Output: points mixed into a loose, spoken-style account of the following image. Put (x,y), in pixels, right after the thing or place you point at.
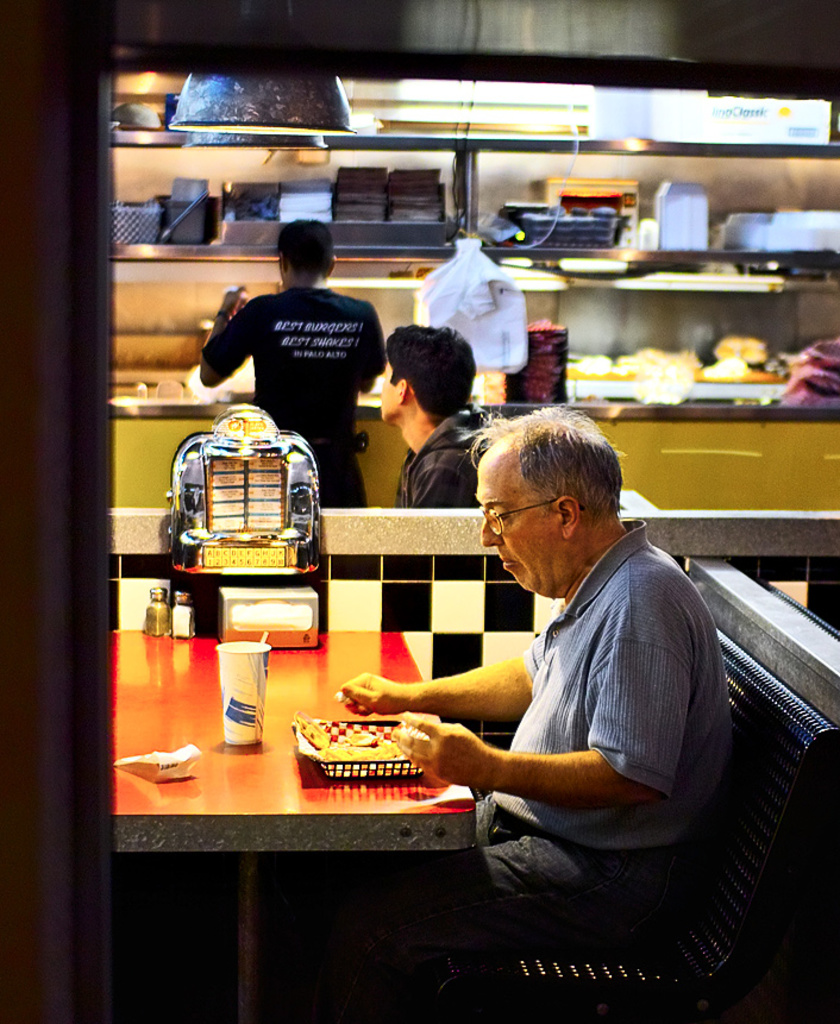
In this image I can see some objects (255,649) on the table (373,718) where a man (574,690) is having his food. In the back (353,395) i can see two people (414,451). I can see shelf (473,207) with some objects (392,215).
